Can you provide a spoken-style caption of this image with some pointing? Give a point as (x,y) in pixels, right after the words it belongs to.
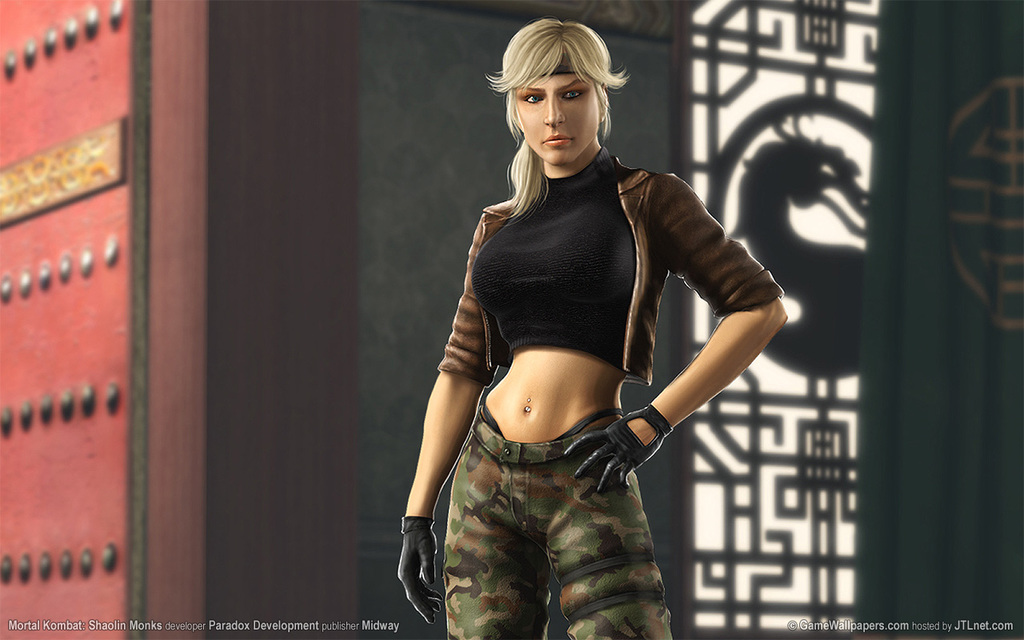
It is an animated image. In this image there is a woman (630,447) and objects (189,250). At the bottom of the image (1014,630) there are watermarks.
